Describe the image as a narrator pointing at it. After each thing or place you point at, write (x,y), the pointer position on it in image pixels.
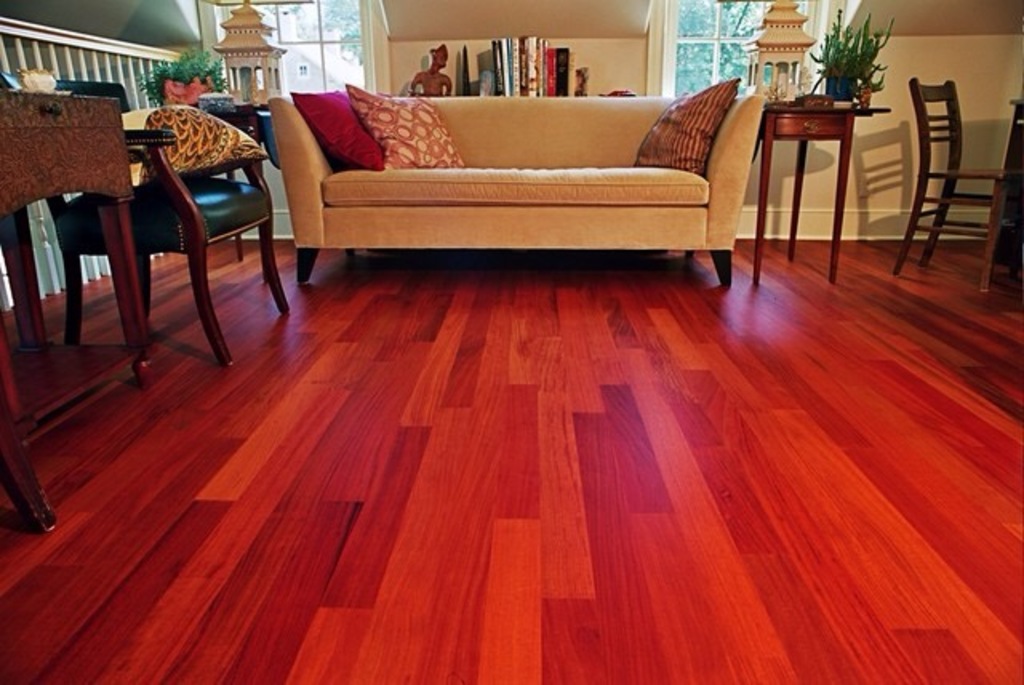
In this picture we can see one couch (566,146) and some pillows (666,118) on the couch (294,161). In the left side (227,199) we can see one chair (223,181) and one table (100,132) and some decorative items (224,100) in the right side (959,170) we can see one chair (985,176) and some decorative items (836,99) back side there is a shelf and some books (522,73) are being placed and one toy (427,82).
